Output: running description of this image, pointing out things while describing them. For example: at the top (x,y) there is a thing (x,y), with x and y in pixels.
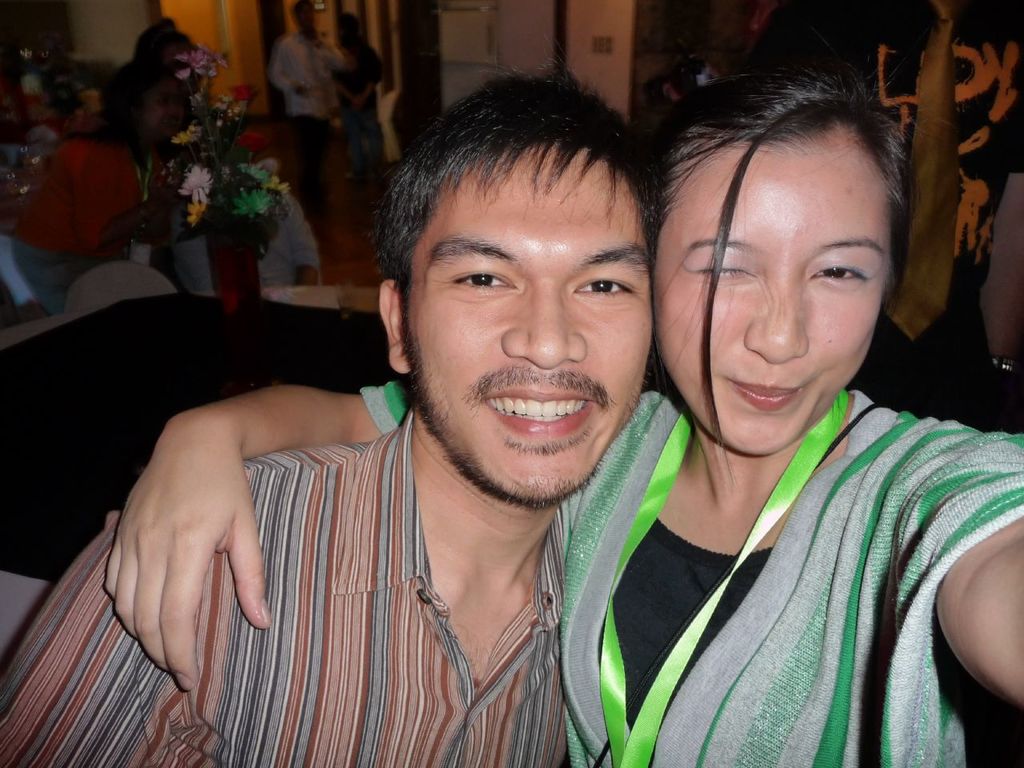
In this image there are two persons (507,469), and in the background (454,44) there are group of people (842,3), a flower vase (226,267) on the table (267,306), a refrigerator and some other items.
